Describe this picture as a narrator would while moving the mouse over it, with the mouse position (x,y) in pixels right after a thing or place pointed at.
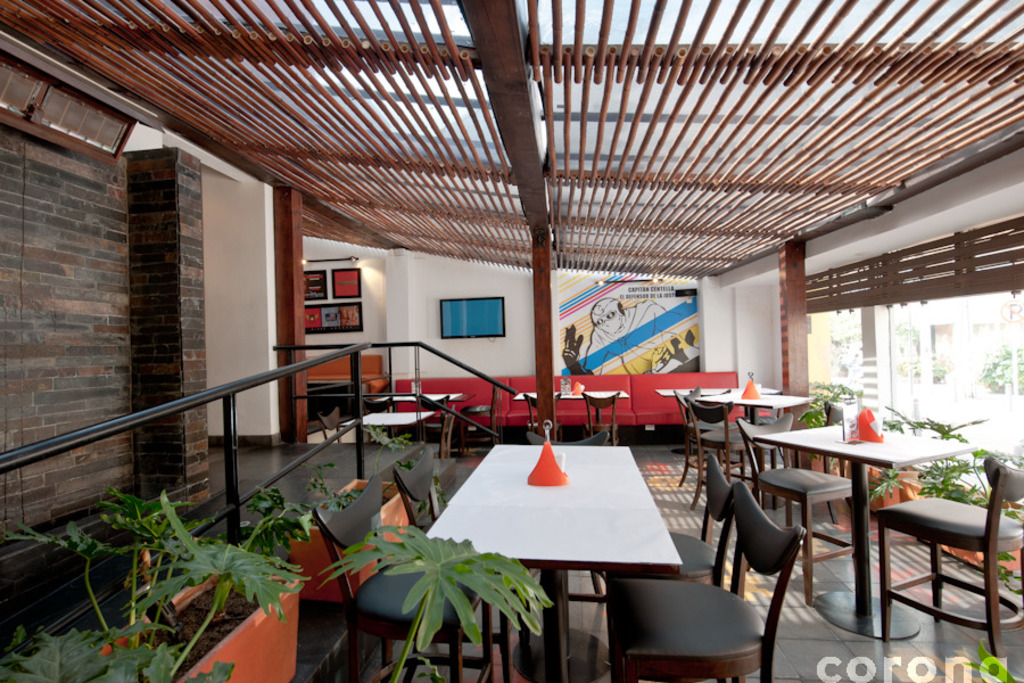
In the image we can see there are tables (512,521) and chairs (844,483) on the ground (1008,625), there are photo frames (352,285) and paintings (569,321) on the wall (699,310). There is wooden poles roof (486,149) and there are plants (209,571) kept in the pot (108,645).
